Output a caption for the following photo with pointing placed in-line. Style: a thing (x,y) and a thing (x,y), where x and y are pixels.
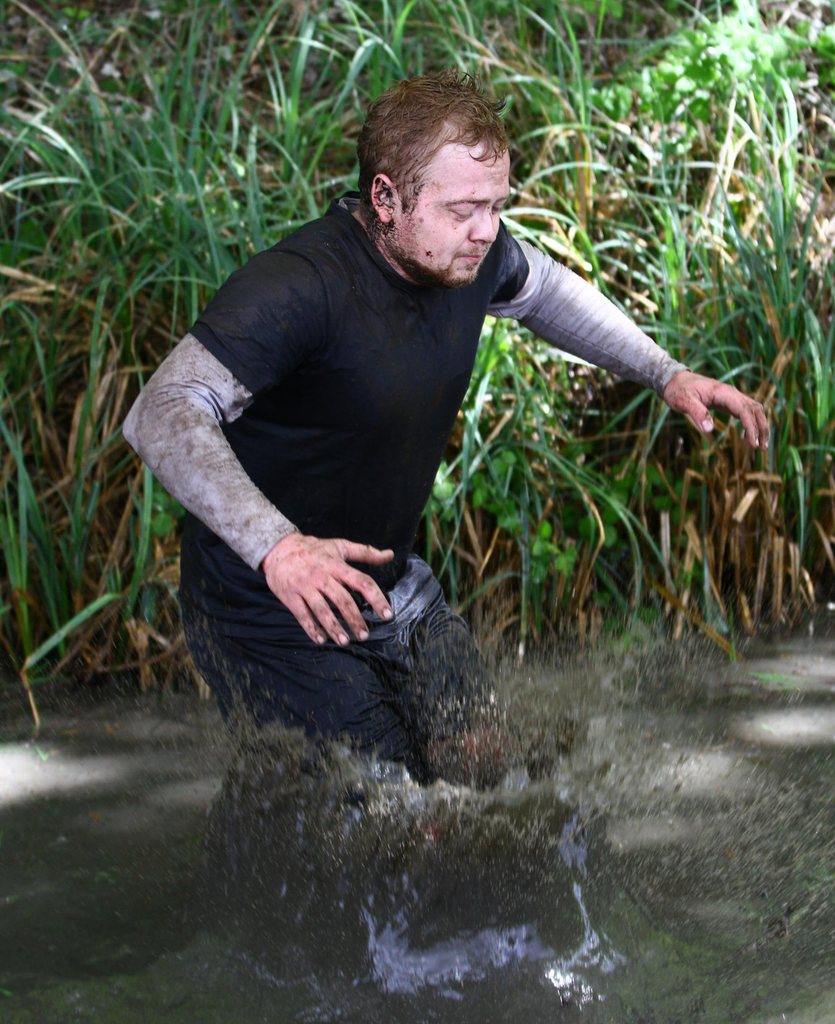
Here in this picture we can see a man (309,366) walking in the mud water (239,848) present over a place and behind him we can see grass (447,460) and plants (486,391) present.
